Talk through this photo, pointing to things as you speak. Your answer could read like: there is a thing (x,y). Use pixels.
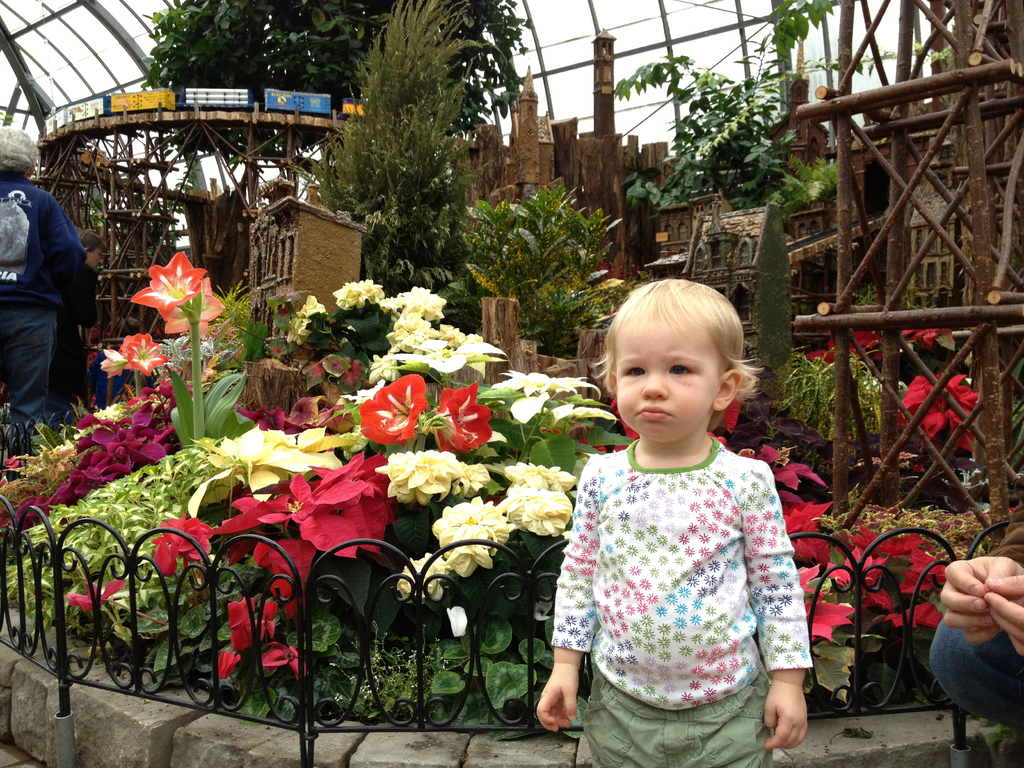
This picture consists of flowers (510,520) and plants (193,335) and metal fence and persons (16,180) on the left side (43,188), baby (654,678) in the foreground (666,325), person hands (952,587) visible on the right side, at the top (564,50) there is the sky (607,22) visible.
